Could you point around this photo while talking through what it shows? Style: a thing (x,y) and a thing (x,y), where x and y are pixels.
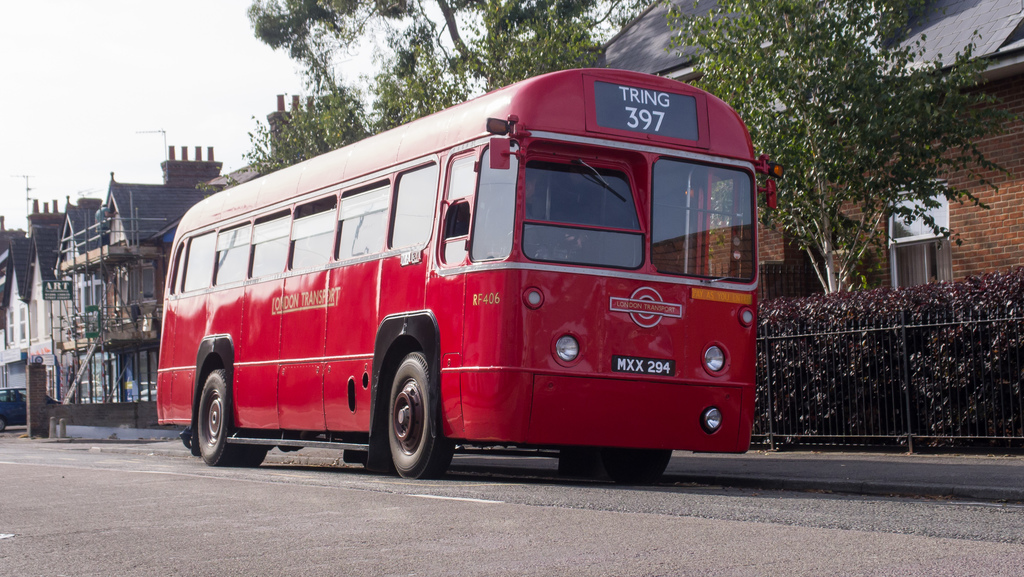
Here in this picture we can see a bus (314,264) present on the road (351,489) and beside that we can see railing (761,393) present and we can see bushes (871,332), plants (857,396) and trees (486,15) present and we can also see buildings (1009,243) and houses (961,243) present and we can see the sky (204,99) is cloudy.
